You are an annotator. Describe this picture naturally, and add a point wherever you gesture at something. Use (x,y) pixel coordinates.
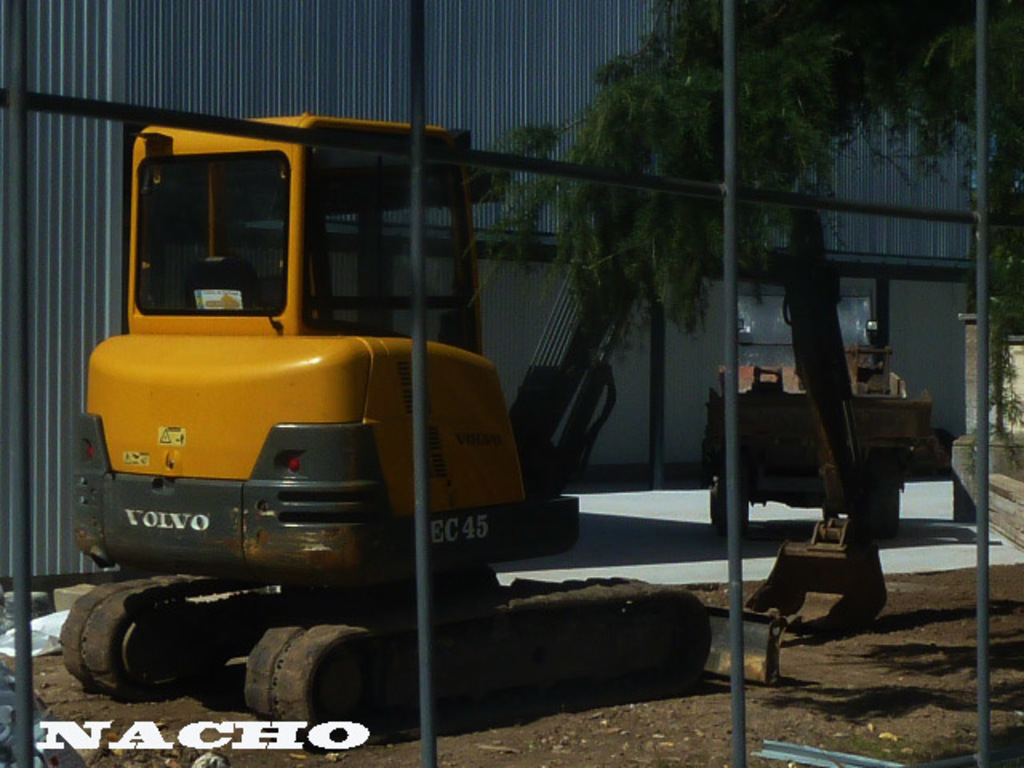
In this image we can see excavators (402,517) on the ground (765,546). In the background (81,203) there is wall (69,182). On the right side of the image (745,56) we can see tree (671,71).
